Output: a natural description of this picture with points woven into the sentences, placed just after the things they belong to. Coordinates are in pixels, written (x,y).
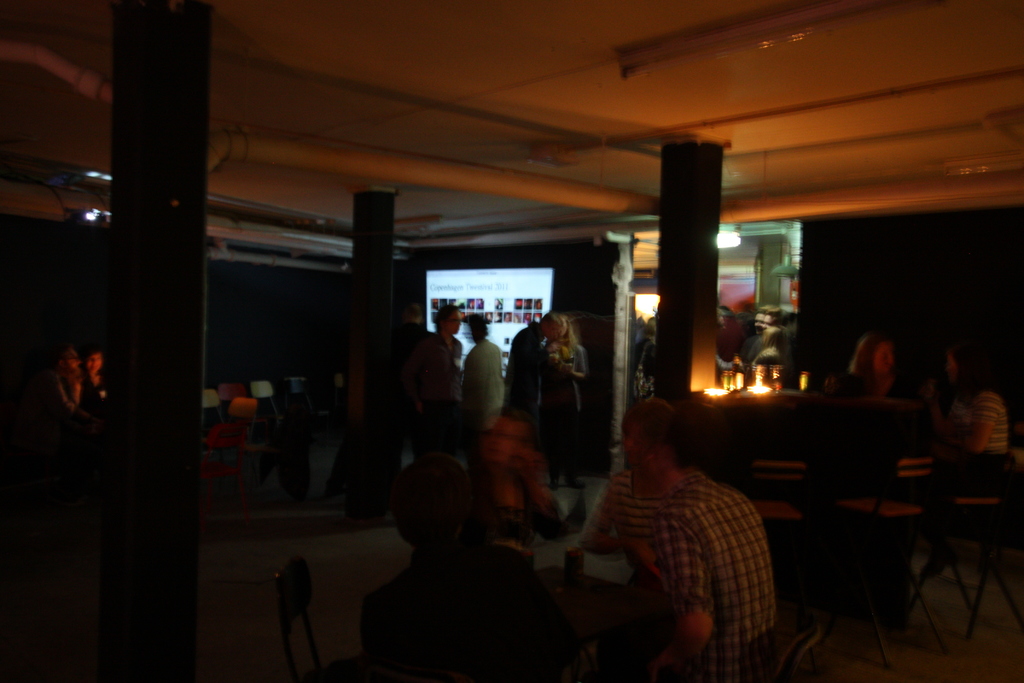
In this image I can see group of people (530,594), some are sitting and some are standing. Background (503,329) I can see few lights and I can also see the screen (451,295).
